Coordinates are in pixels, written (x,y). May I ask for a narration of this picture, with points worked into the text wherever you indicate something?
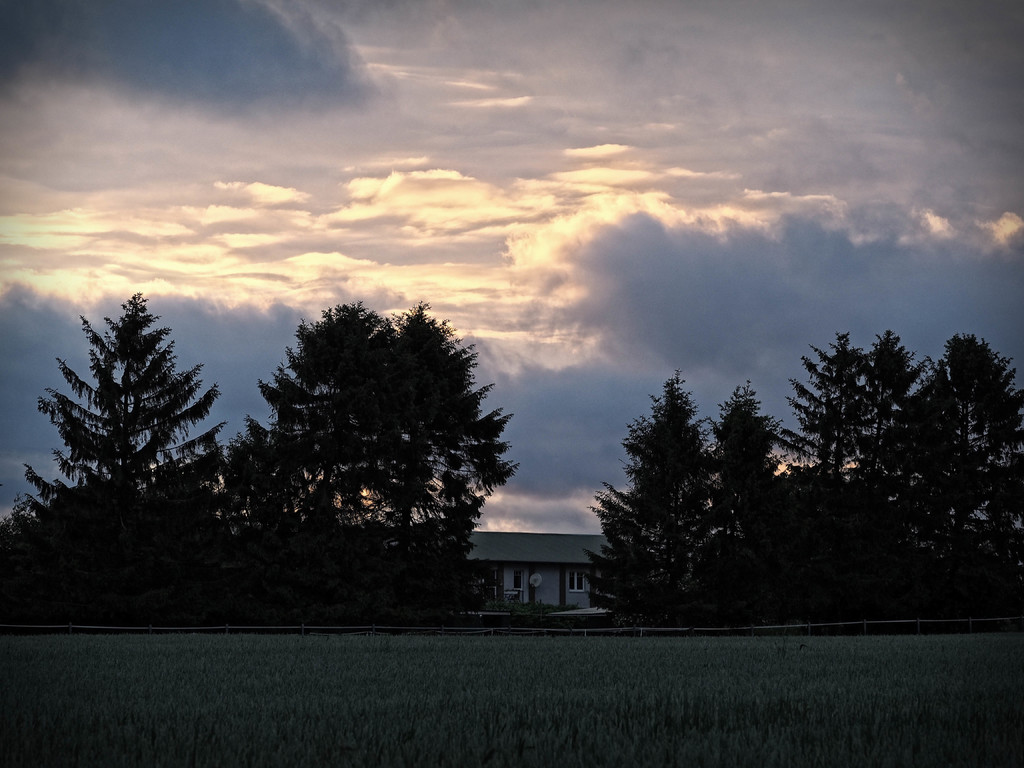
As we can see in the image there is grass (535,692), trees (656,582), house (551,576), sky (533,125) and clouds (725,136). The image is little dark.
